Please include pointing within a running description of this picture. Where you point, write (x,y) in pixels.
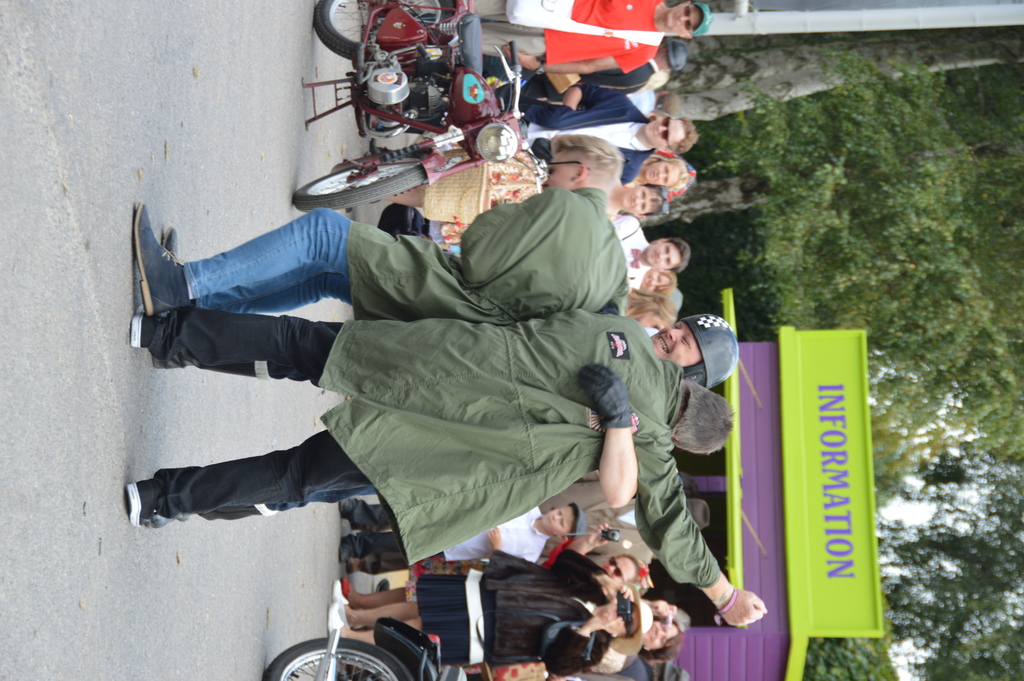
In this picture we can see a few people (576,467) are performing on the road (253,517), back side so many people (568,612) are standing and watching.
